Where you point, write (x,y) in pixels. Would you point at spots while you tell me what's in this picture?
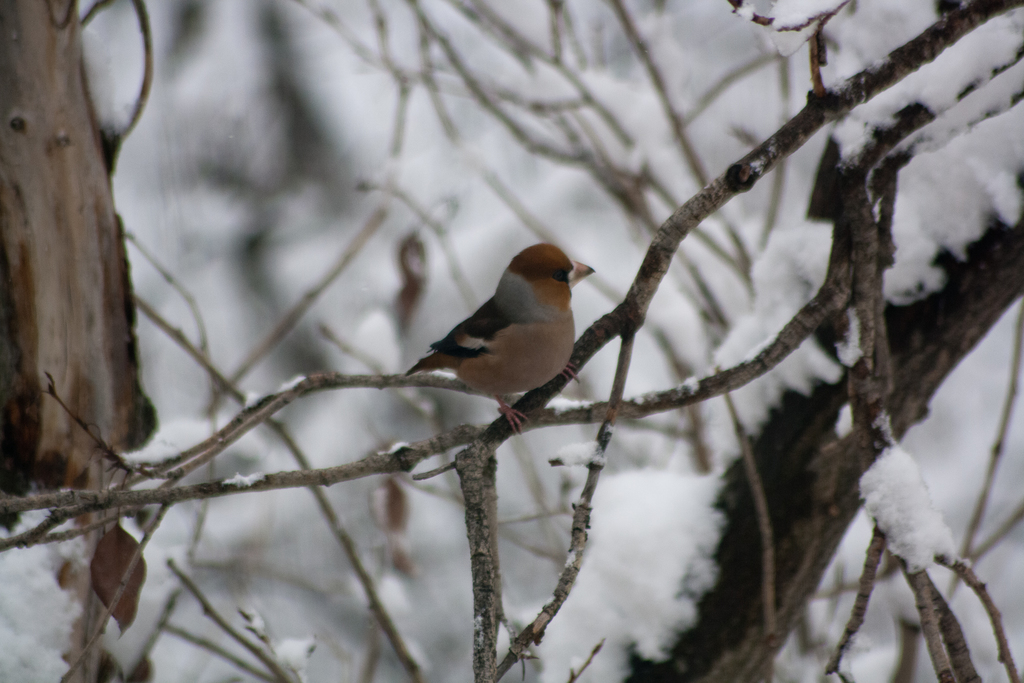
In this image there is a bird (483,390) standing on the branch (531,397) of a tree (701,398) which is in the center (518,398).
